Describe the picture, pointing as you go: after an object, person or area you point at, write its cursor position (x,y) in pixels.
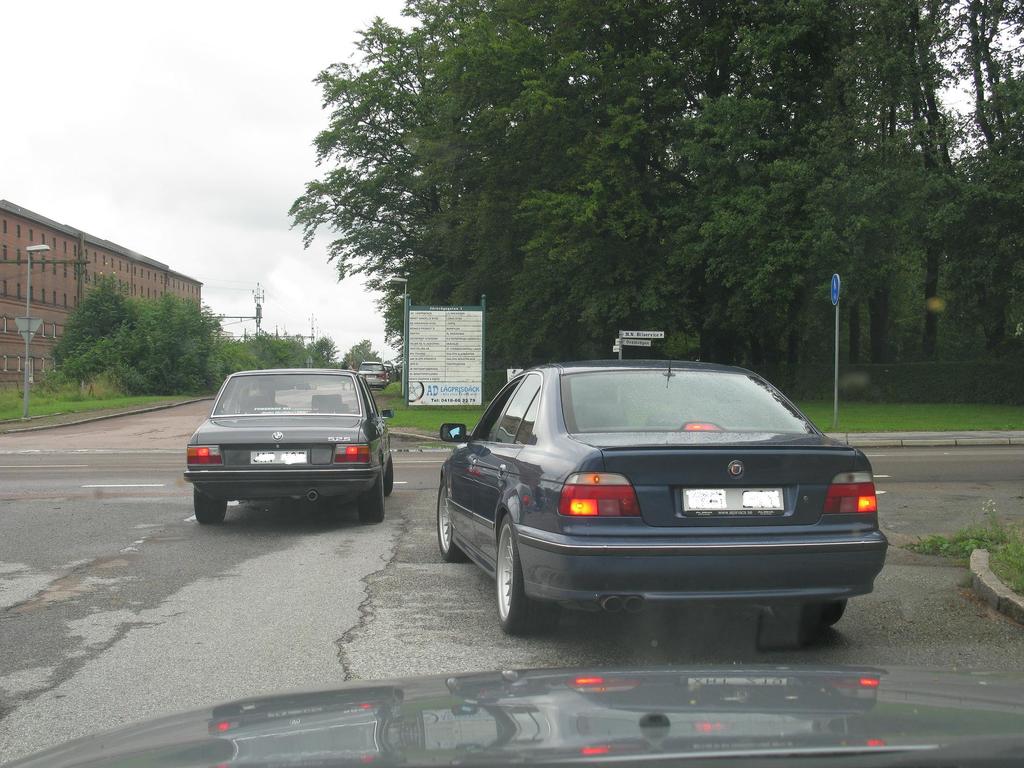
In this image we can see there are many cars (649,683) on the ground (541,632) and on the right (886,103), we can see there are many trees (708,227).
